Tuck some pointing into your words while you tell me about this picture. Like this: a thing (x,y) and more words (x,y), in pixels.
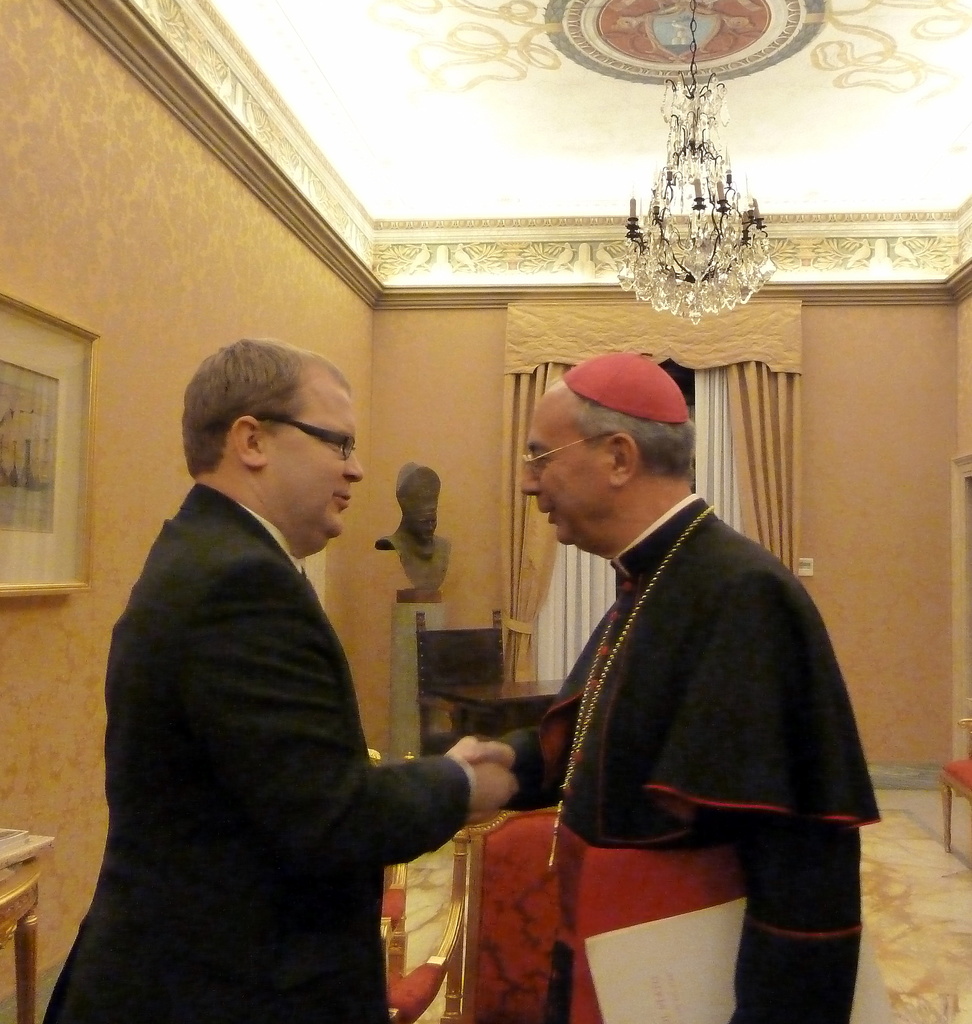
In the center of the image (604,642) we can see two people (277,920) standing and shaking their hands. In the background (523,910) there are chairs (397,962) and tables (497,679). There is a sculpture (405,479) and we can see curtains (534,532). On the left (29,340) there is a frame (42,538) placed on the wall (36,721). At the top (625,285) there is a chandelier (679,285).
